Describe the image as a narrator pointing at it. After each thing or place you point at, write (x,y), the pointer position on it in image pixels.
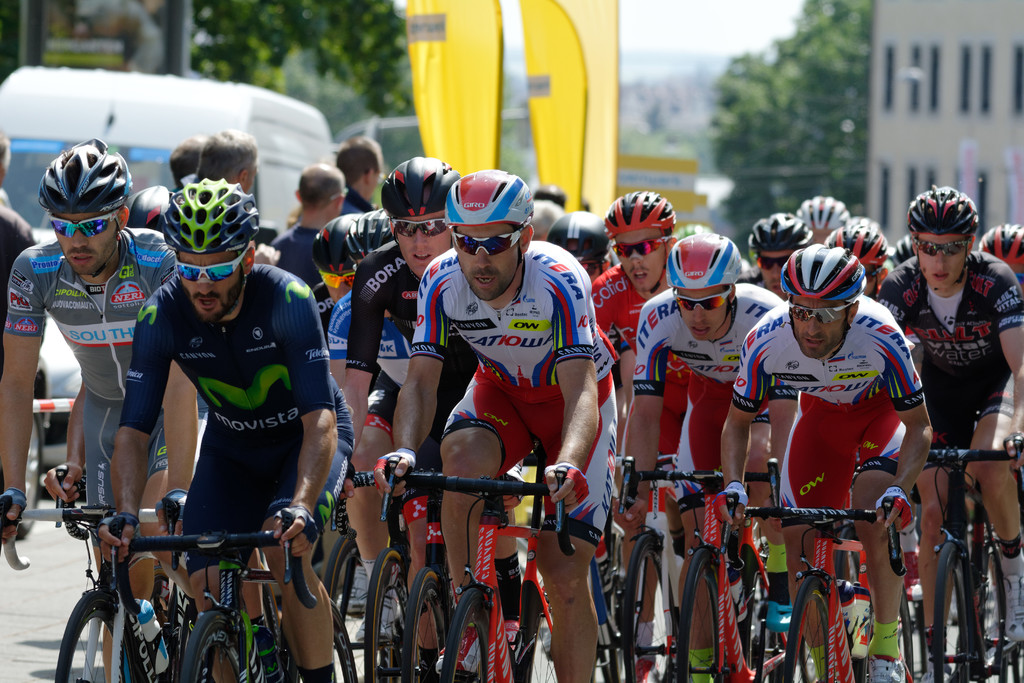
In this image a group of persons (690,310) riding bicycles (963,564), in the background (769,149) there are trees (803,114), buildings (905,153) and vehicles (308,164) are moving on the road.
